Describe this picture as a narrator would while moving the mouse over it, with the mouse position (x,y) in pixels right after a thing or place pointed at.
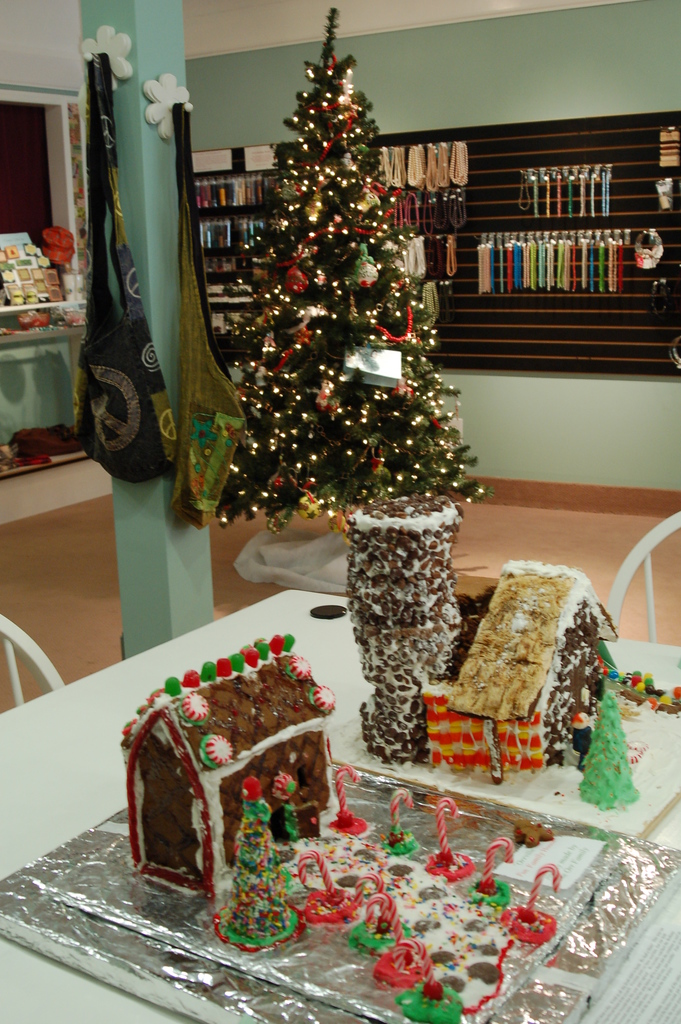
The picture is from a Christmas celebration. In the foreground of the picture (353,694) there is a table (106,673), on the table (364,972) there are two huts (422,695) made of edible food items (453,699). In the center of the picture (324,468) there is Christmas tree (315,392). To the left (48,264) there is a desk (41,389), on the desk (32,340) there are some objects (32,274) and a window (23,164). To the left (130,584) there is a pillar (139,112) and bags (123,378) hanging to it. In the background (577,167) there is a board (550,323), to the board (551,323) there are many chains (424,242). In the center of the background there is a display rack (208,178).
